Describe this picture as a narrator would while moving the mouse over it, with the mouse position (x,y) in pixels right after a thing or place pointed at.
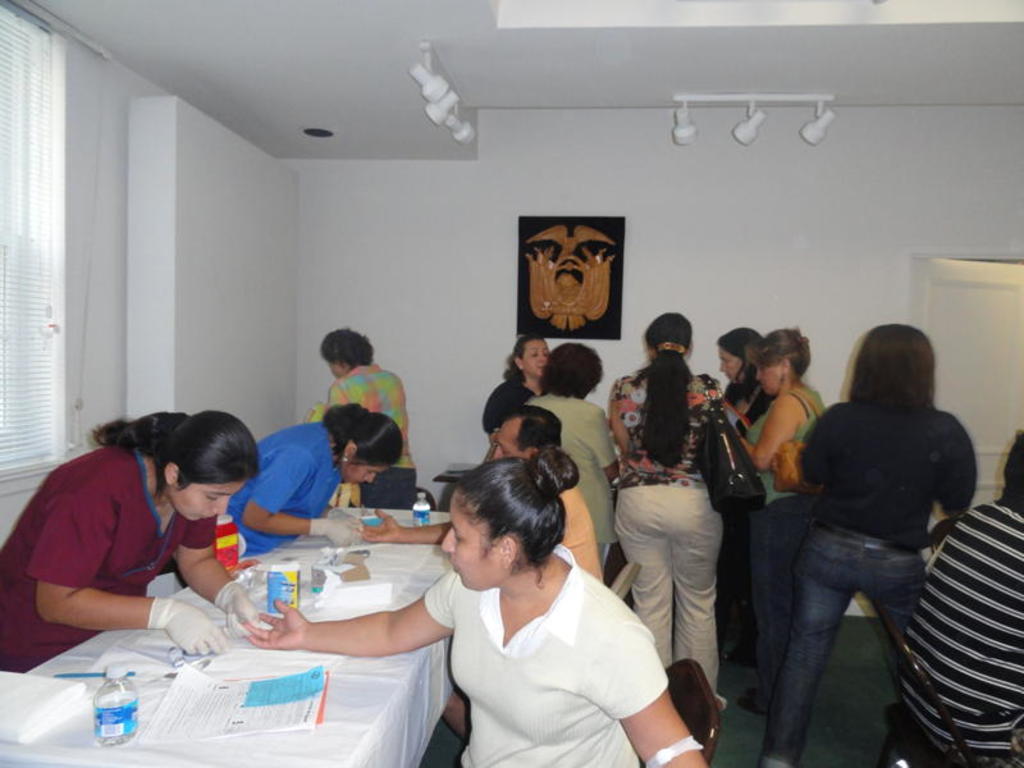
To the right side of the image (697,457) there are many people (662,452) standing and a lady (88,603) is taking hand sample (281,626) of the person (510,515) who is sitting on the table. In the background (523,241) we observe a poster (535,282) fitted to the wall (504,257) and there are lights (434,91) fitted to the roof (398,78). There is a glass window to the left side of the image (13,271).
